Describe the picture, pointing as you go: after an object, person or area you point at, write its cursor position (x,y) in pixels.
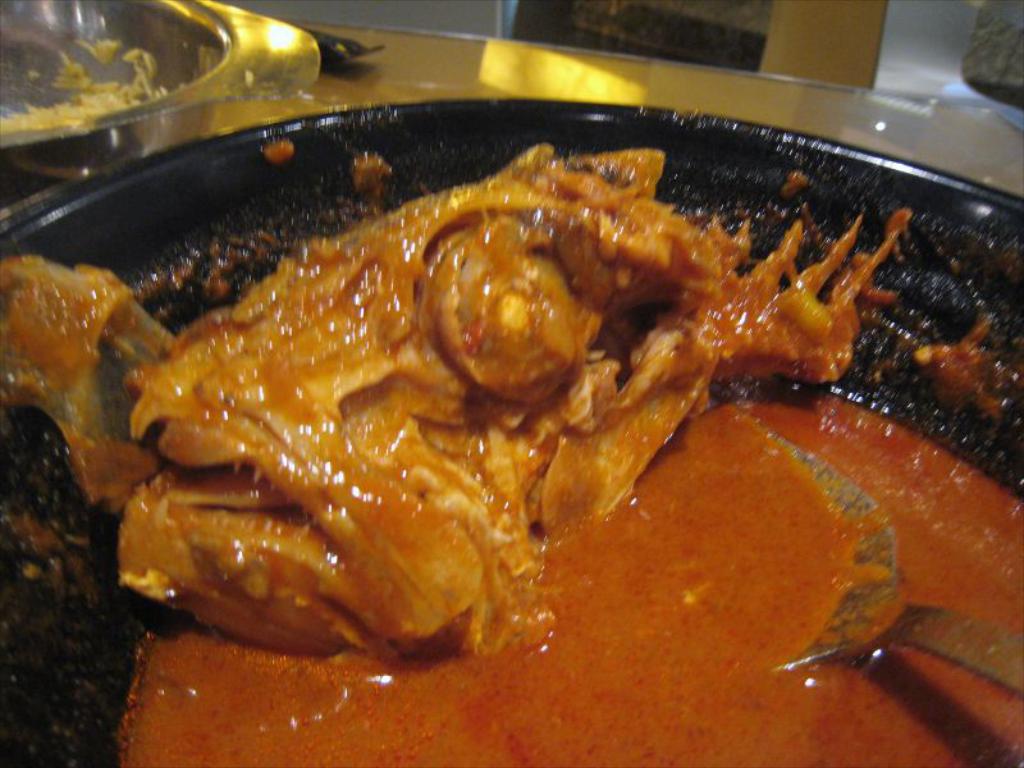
In the picture I can see food item (631,451) and a spoon (880,552) in a bowl (114,202). In the background (320,90) I can see some other objects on a surface (395,101).
